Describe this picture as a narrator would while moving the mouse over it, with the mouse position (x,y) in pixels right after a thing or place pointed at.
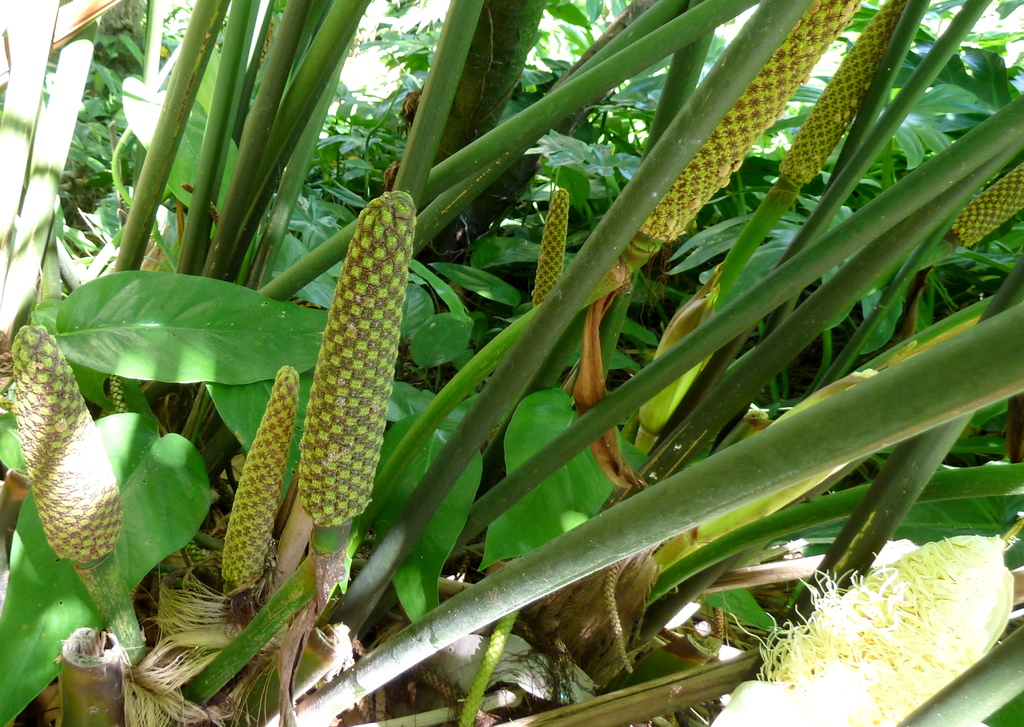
In the foreground of this picture (432,442), there are plants (311,422) and we can also see few spikes (48,390) to it. The background (586,26) is greenery (541,30).
